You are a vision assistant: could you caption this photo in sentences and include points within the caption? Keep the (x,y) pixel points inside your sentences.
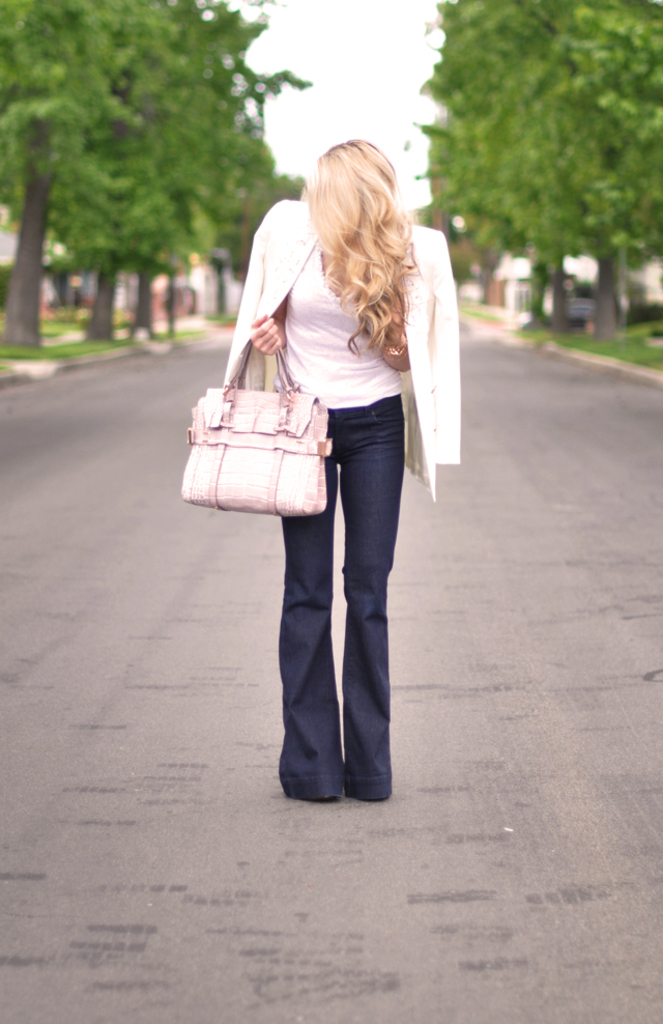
In this picture we can see a road (564,381) and on road (231,618) woman (428,260) is standing wore jacket (282,278) and carrying bag (209,455) in her hand (274,325) and in background (160,132) we can see trees (486,107).
